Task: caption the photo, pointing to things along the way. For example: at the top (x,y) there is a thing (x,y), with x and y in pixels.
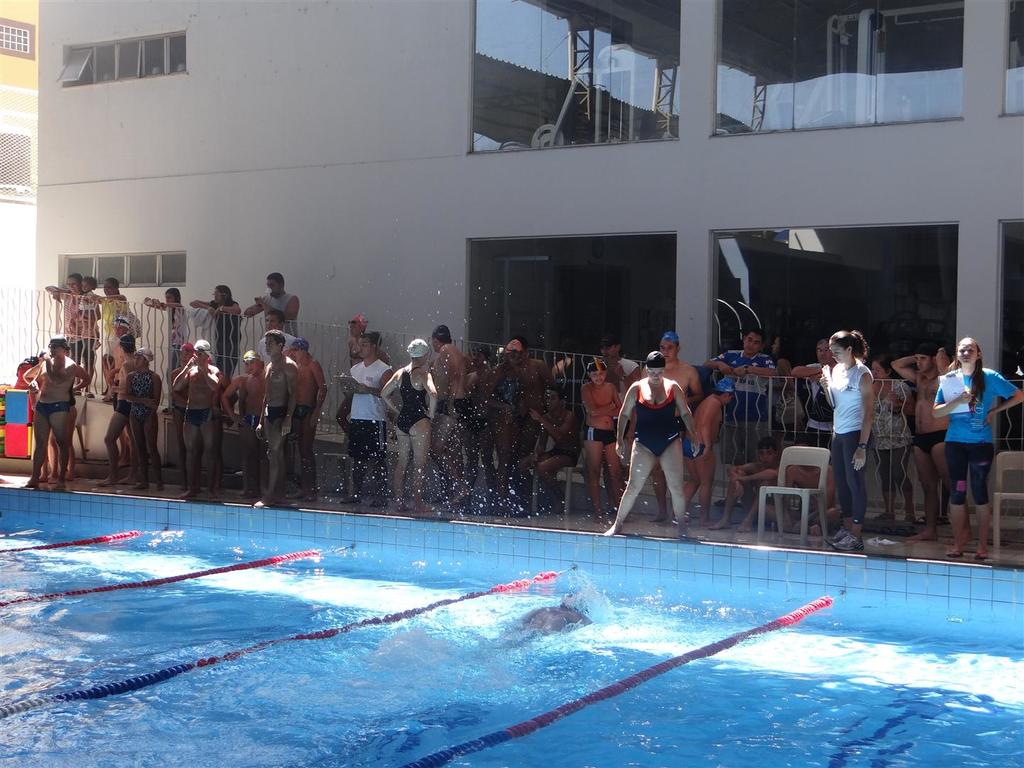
In this picture we can see swimming pool (192,608) at the bottom (82,605), there are some people (858,459) standing in the middle (645,429), in the background (353,190) we can see a building (381,202) and fencing (360,330), we can see a person (535,620) is swimming.
